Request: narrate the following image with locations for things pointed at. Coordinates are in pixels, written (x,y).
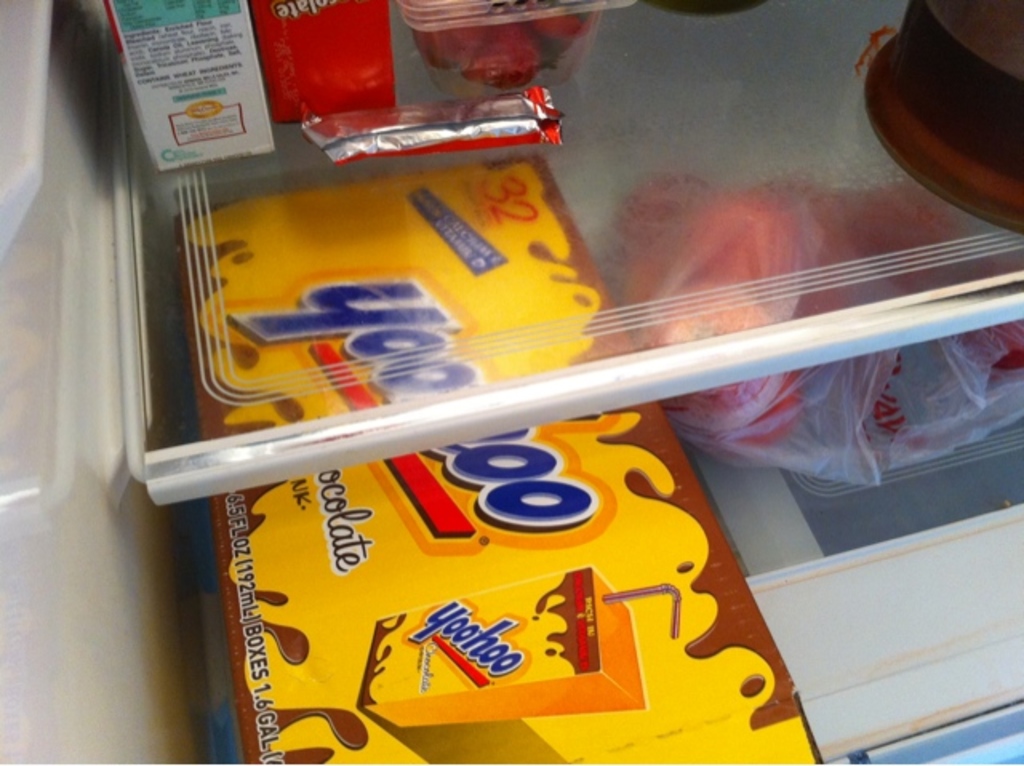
In this image we can see a box (572,528), cartons (389,93) and a cover (870,447) placed in the refrigerator (783,507).
